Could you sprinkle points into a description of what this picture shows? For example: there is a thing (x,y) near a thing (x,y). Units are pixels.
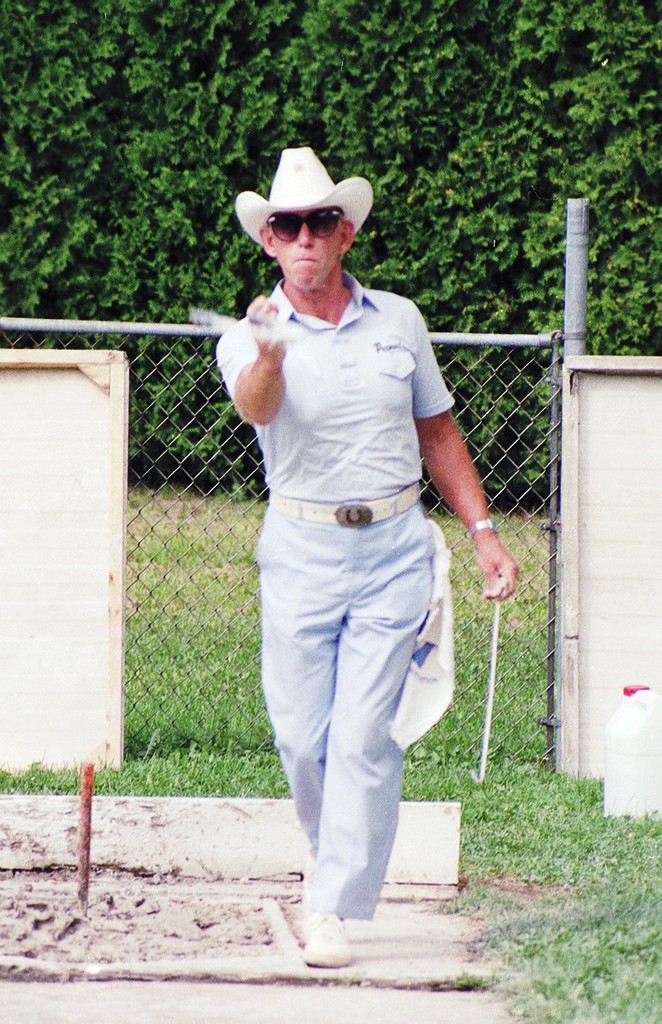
There is a man (320,648) in motion and holding an object (500,598) and wore hat (311,153) and glasses (289,232) and we can see grass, behind this man (331,544) we can see fence (542,337), wall (650,421) and can (616,736). In the background (403,122) we can see trees (525,140) and grass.
